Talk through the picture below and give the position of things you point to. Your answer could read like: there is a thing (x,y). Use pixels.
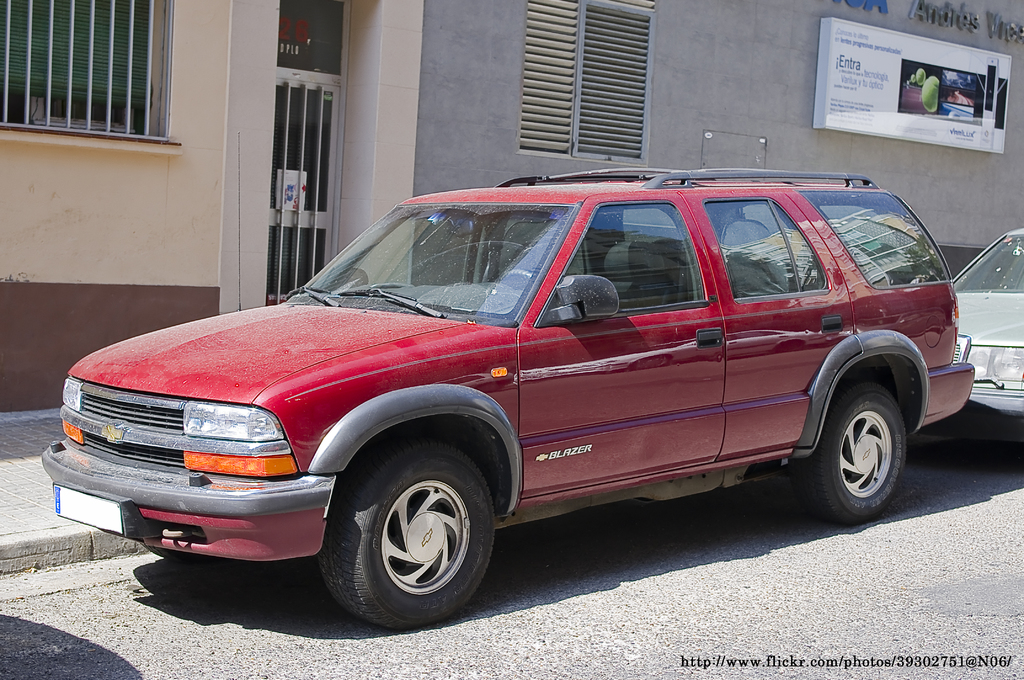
In the center of the image (439,363) there is a red color car (621,350) parked on the road (651,582). In the background (512,91) there is a building (558,73), a hoarding board (826,71) to the building wall (963,206) and also another car (1003,325) on the road (978,461). At the bottom (892,656) there is logo (906,663).
